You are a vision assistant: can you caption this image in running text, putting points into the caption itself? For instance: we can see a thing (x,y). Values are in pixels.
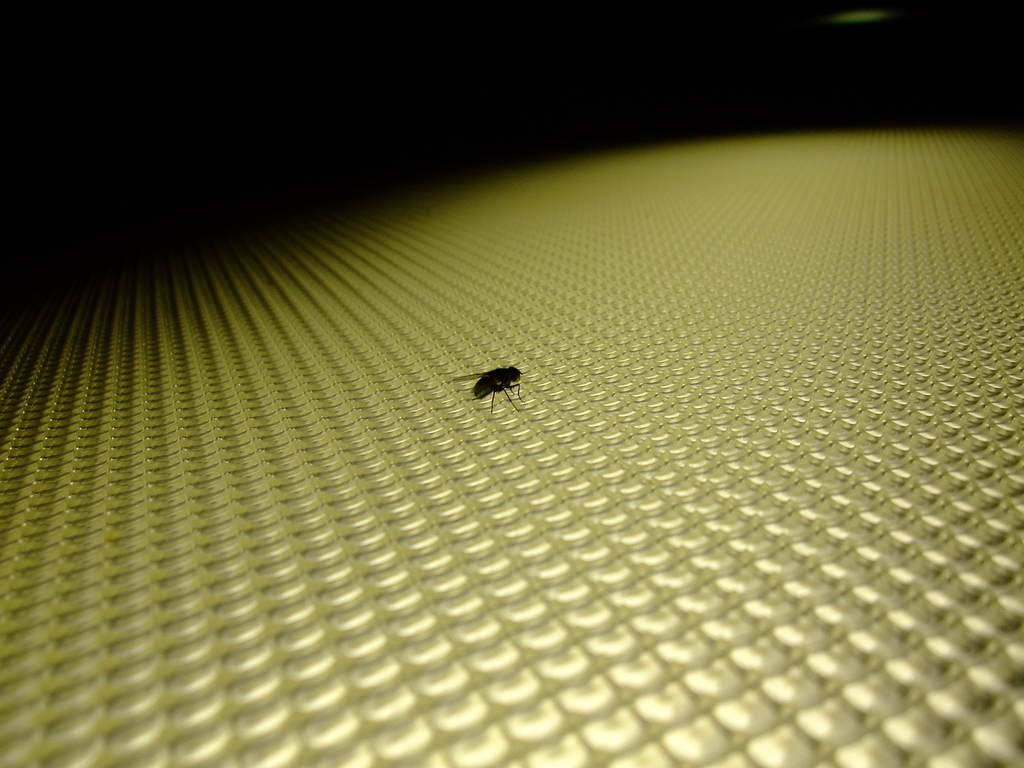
In this image we can see an insect (504,383) on the yellow color surface (542,314) and a dark background (668,100).
